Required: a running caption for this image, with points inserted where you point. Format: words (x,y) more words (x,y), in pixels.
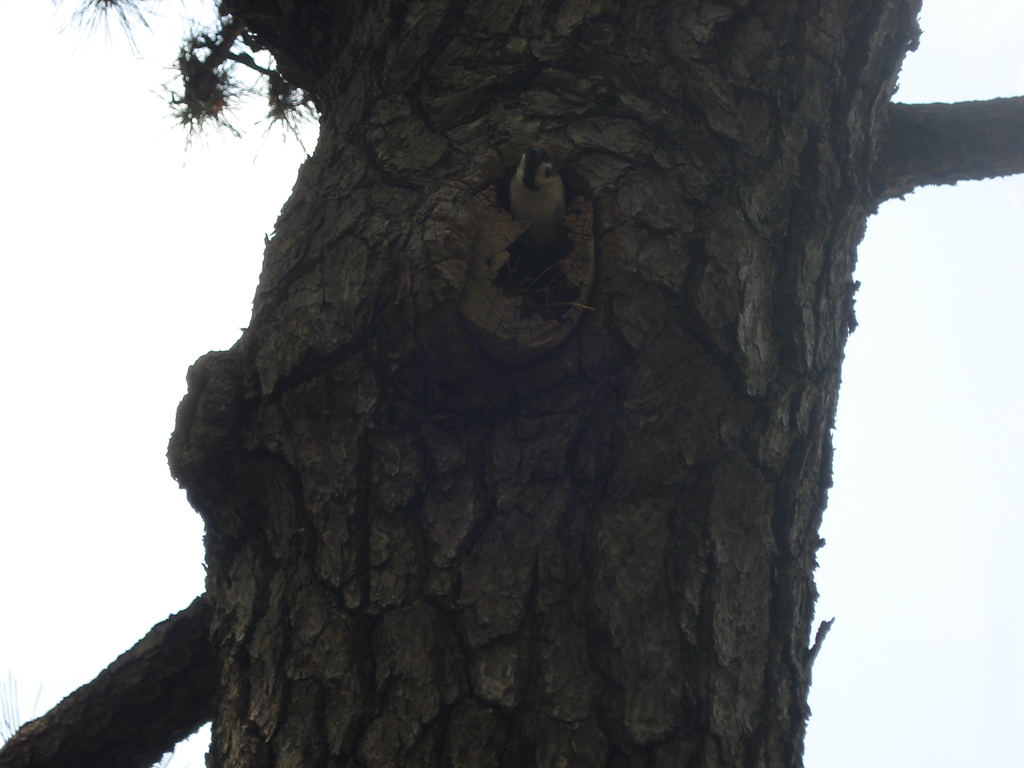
Here in this picture we can see a trunk (348,93) of a tree (557,429) and in the middle of it we can see a bird (557,200) present over there.
